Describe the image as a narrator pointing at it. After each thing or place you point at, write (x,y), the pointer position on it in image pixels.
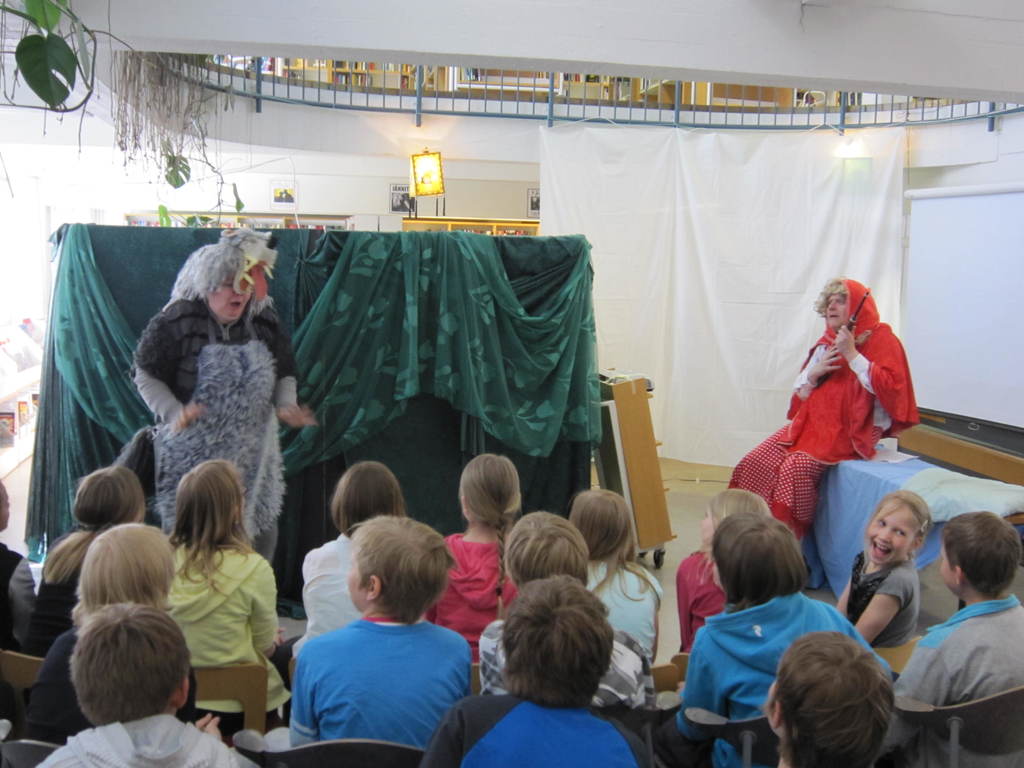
In this picture I can see group of kids (462,620) sitting on the chairs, there is a person (167,477) in a fancy dress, there is another person (773,435) sitting, there are clothes (881,175), iron grilles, plants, there is a light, and in the background (374,71) there are some objects (986,465).
